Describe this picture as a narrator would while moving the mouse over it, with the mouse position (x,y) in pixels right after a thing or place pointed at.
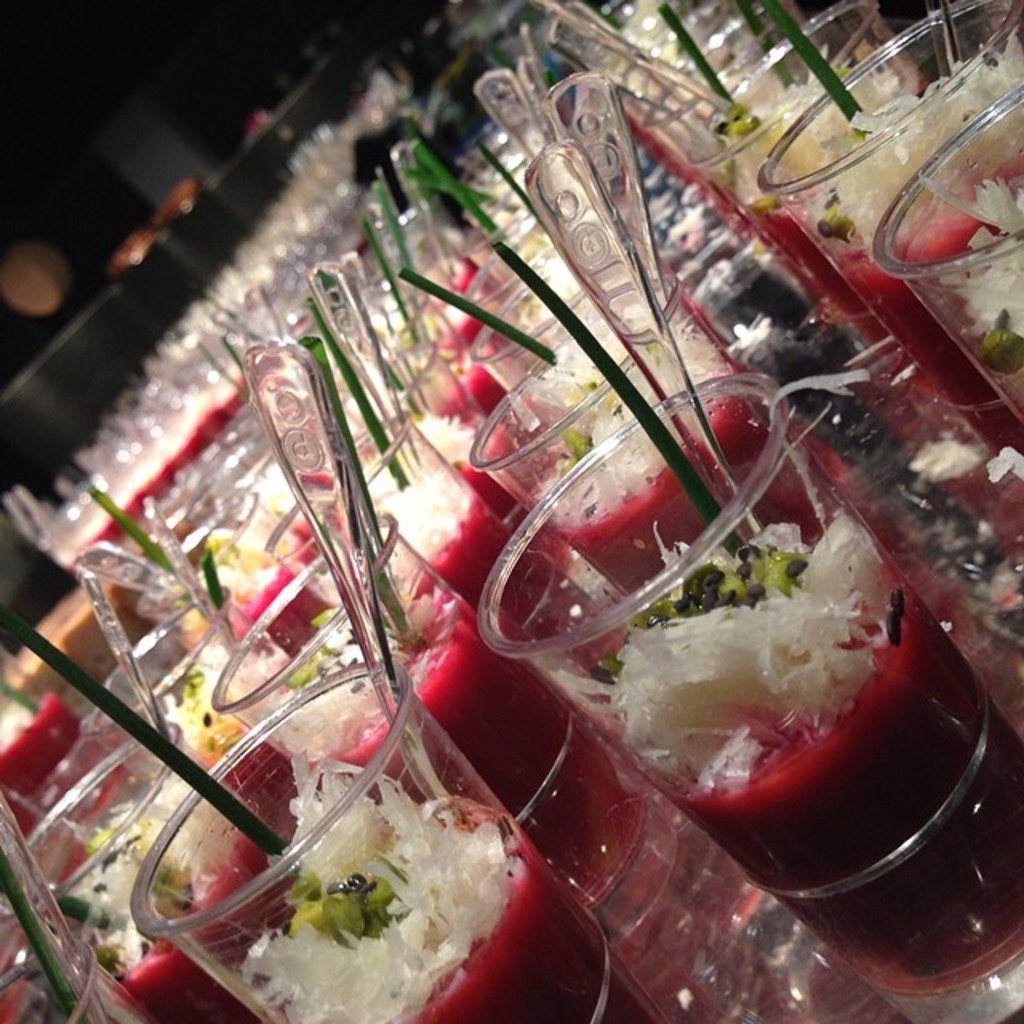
In this image we can see desserts (463,660) in the tumblers (402,729) along with the spoons (401,713) placed on the table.
